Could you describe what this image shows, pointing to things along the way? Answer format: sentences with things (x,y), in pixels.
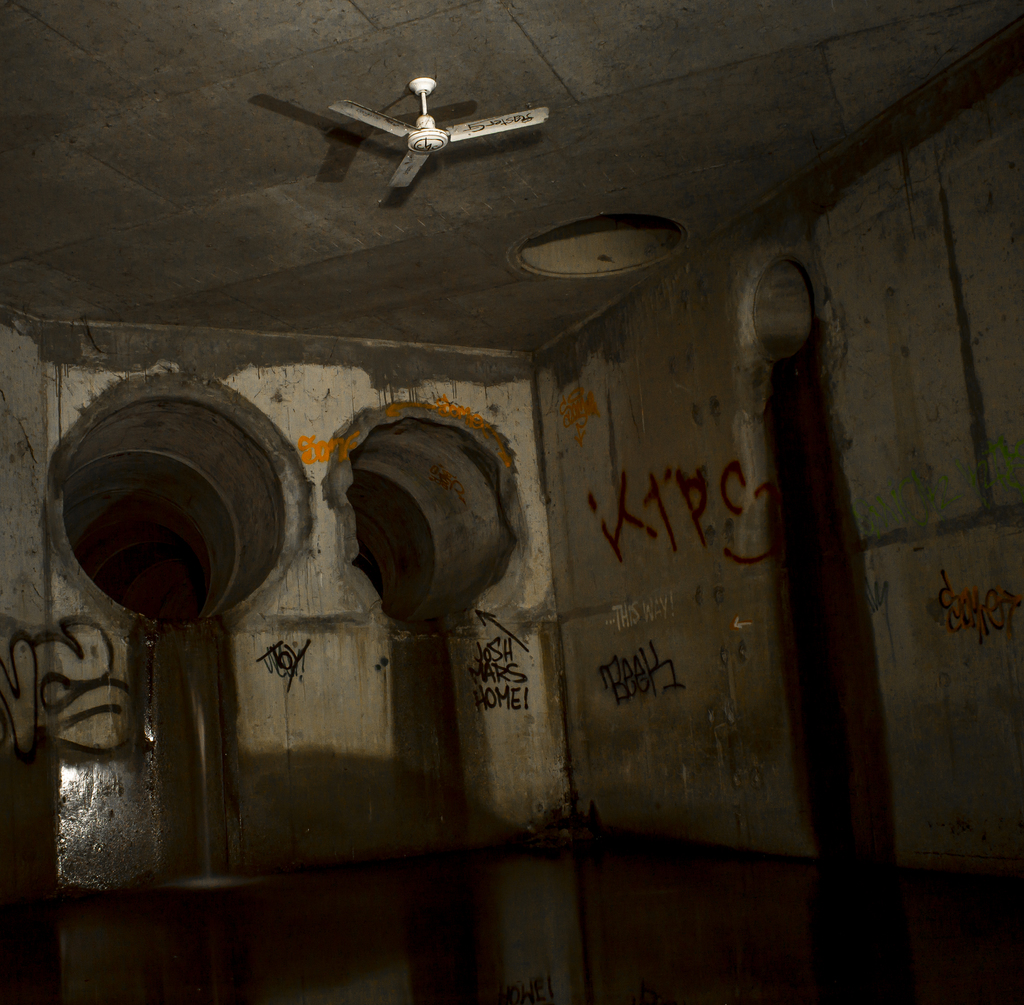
In this image I can see there are two holes (204,507) to the wall (317,605). At the top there is a fan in white color, there are names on this wall (796,577).
